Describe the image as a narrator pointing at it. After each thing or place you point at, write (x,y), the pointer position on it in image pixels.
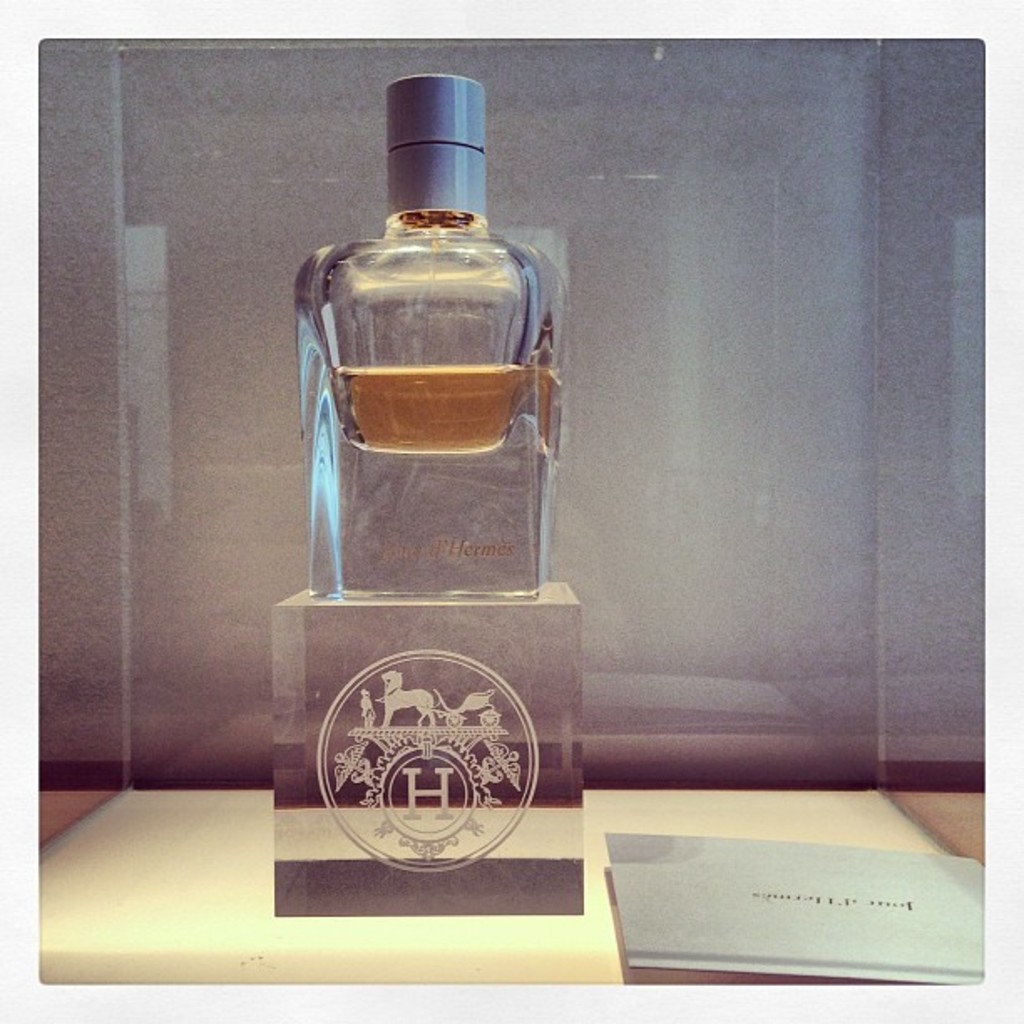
A bottle (401,384) is kept on a stand (432,752) with a logo (455,776) is kept on a table (383,933). There is a paper (622,914) on the table (586,892).
